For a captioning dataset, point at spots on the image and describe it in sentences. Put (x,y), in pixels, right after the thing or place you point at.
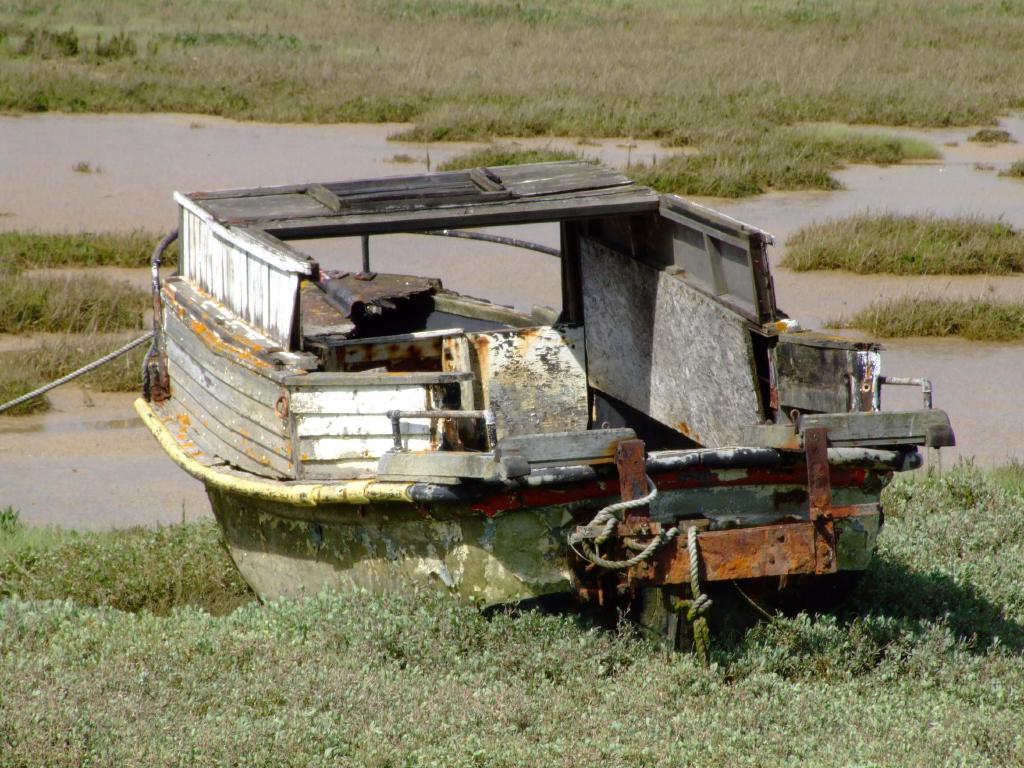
In this image we can see a boat (436,430) with ropes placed on the ground (513,707). In the background (979,349), we can see water (89,432).
